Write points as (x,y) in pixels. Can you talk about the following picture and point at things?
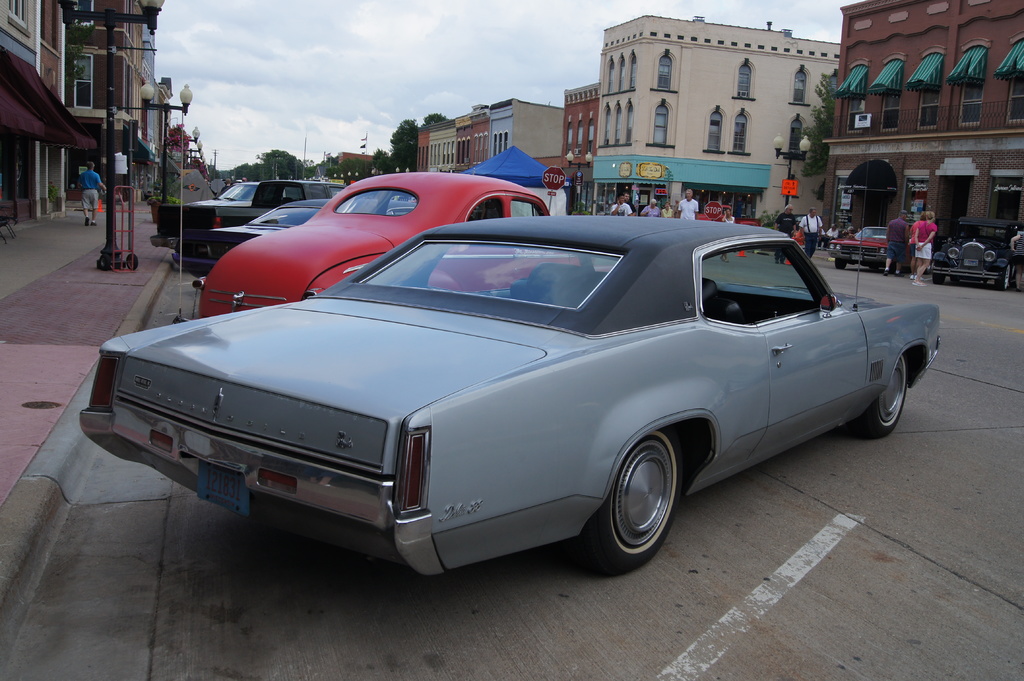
In this image I can see the vehicles (494,357) and group of people (651,214) are on the road (811,530). These people (621,212) are wearing the different color dresses (100,181). To the side of the road (185,286) I can see many poles (111,194), boards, buildings (106,139) and the trees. In the background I can see the clouds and the sky (339,107).
